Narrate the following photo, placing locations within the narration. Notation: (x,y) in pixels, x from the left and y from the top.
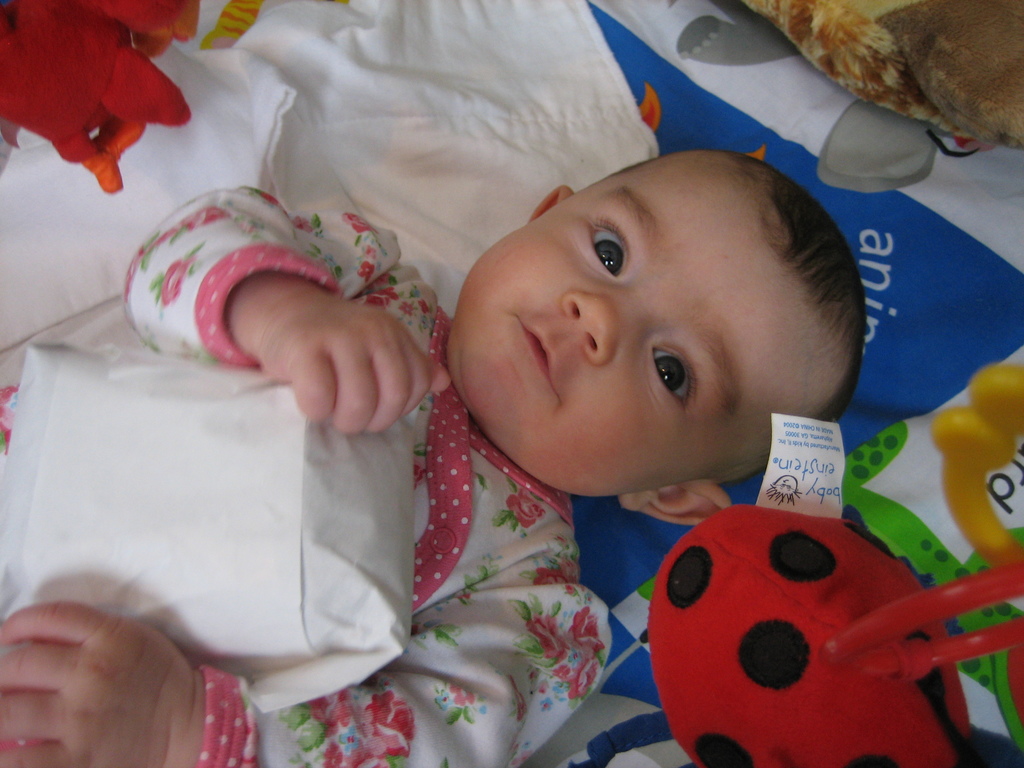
In this picture we can see a baby (492,509), toys (841,69) on a cloth (405,76) and some objects (193,413).
